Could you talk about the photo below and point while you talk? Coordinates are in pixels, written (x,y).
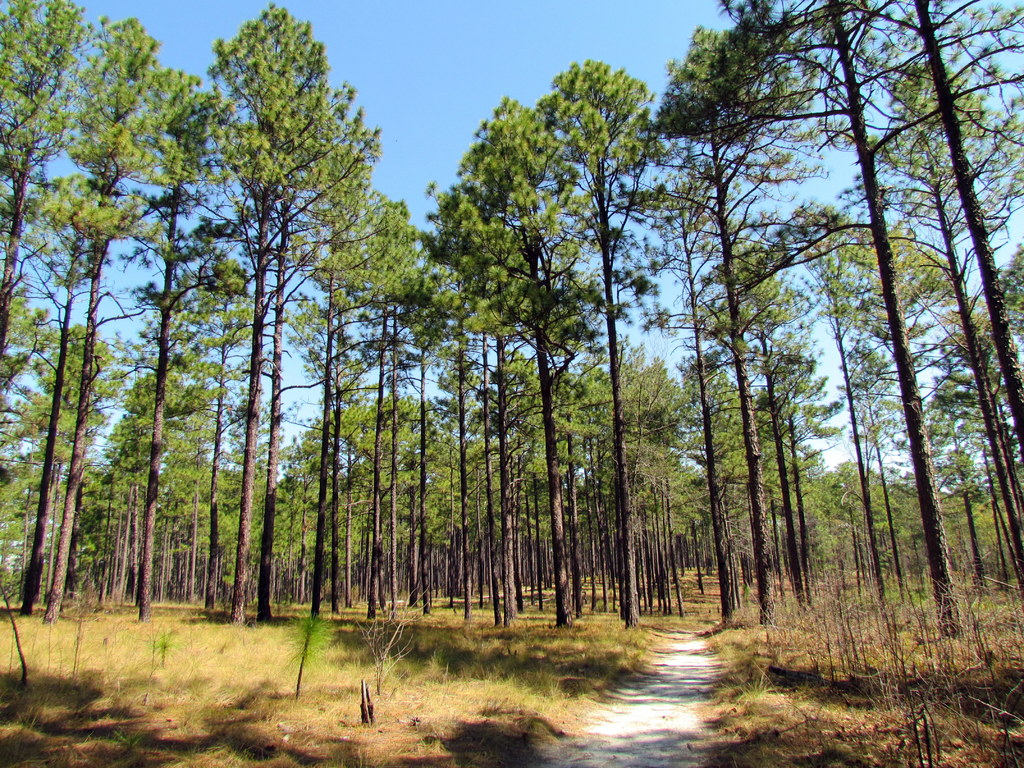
This image consists of many trees (778,374). At the bottom (423,678), there is green grass (479,678) on the ground (684,696). In the middle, there is a path (624,721). At the top (406,97), there is sky (410,125).
